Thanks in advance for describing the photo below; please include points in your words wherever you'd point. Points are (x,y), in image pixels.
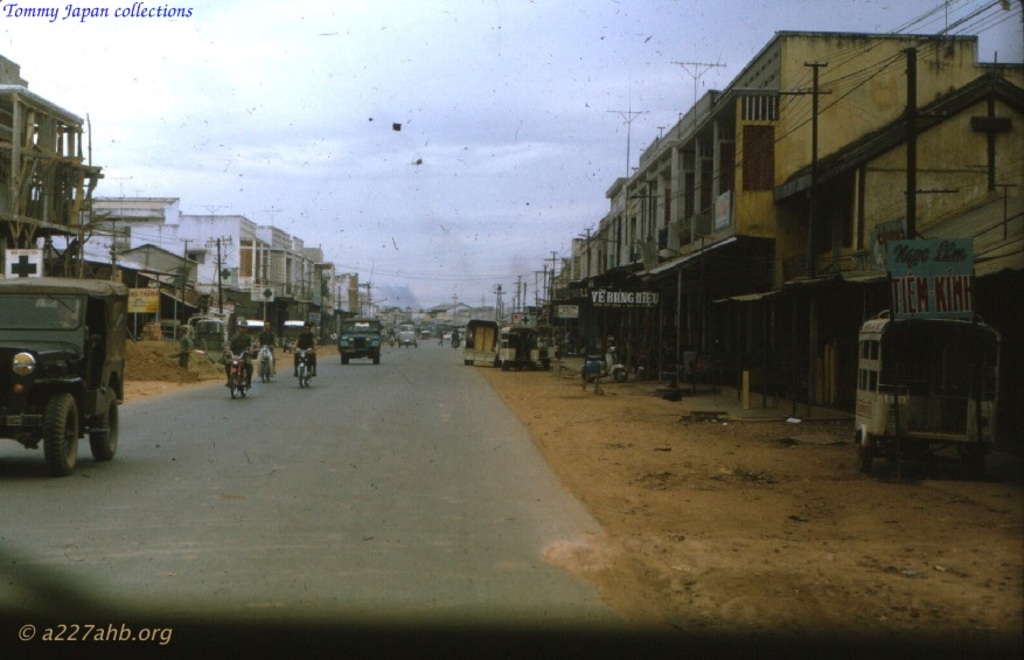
In this picture we can see vehicles (357,354) and some people (265,332) riding bikes (268,369) on the road (317,479), buildings (969,198), banners (916,258), poles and in the background (325,77) we can see the sky (362,62) with clouds (318,149).
